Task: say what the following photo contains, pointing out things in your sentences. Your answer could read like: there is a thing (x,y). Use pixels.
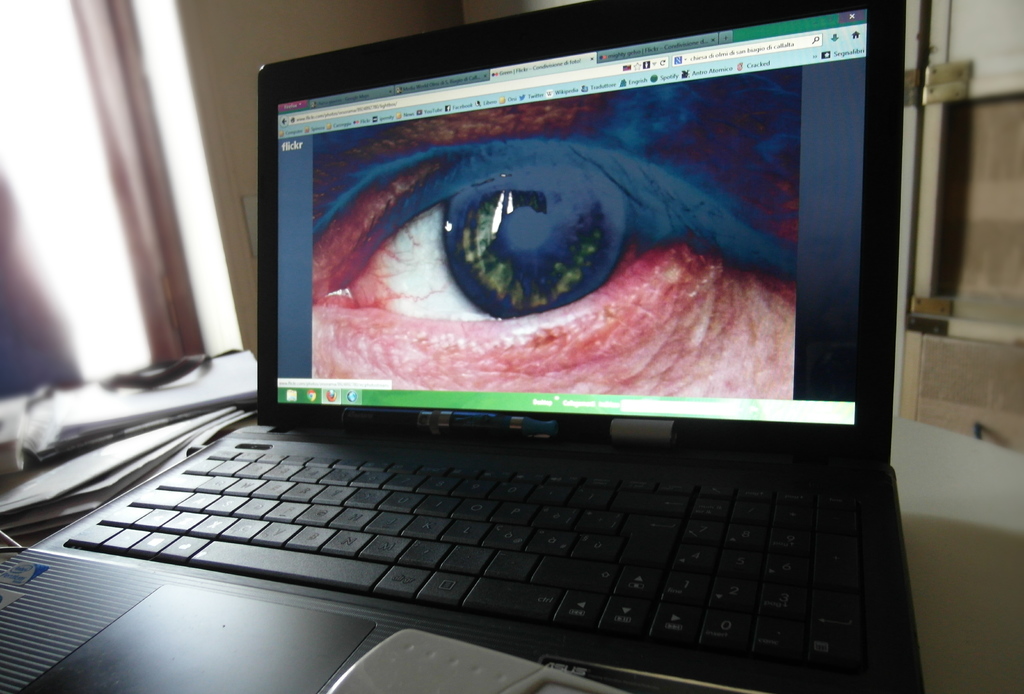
In this picture we can see a laptop (692,466) in the front (685,467), there is a picture (625,319) of a human eye (584,330) on the screen (669,293), on the left side (120,486) there are papers (123,469), we can see a blurry background (171,90).
